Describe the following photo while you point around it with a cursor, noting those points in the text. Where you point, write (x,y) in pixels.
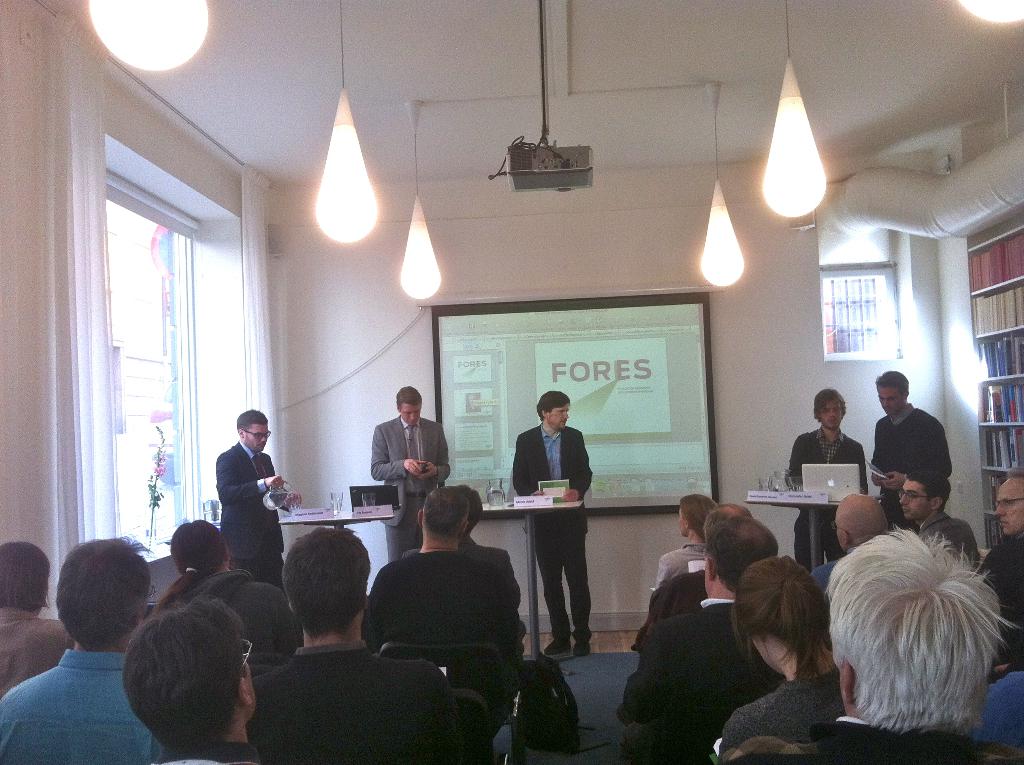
In this image in a room (689,511) many people (374,652) are sitting on chairs (488,653) on the foreground (495,593). In the background (812,448) five people (824,452) are standing. In front of them on the tables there are laptops (387,487), name plates (787,496), glasses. In the background (470,380) there is a screen (635,375). Here there is a book rack (994,428). On the roof (826,154) lights (143,22) are hanged. This is a window (126,317). This is the projector (535,159).
